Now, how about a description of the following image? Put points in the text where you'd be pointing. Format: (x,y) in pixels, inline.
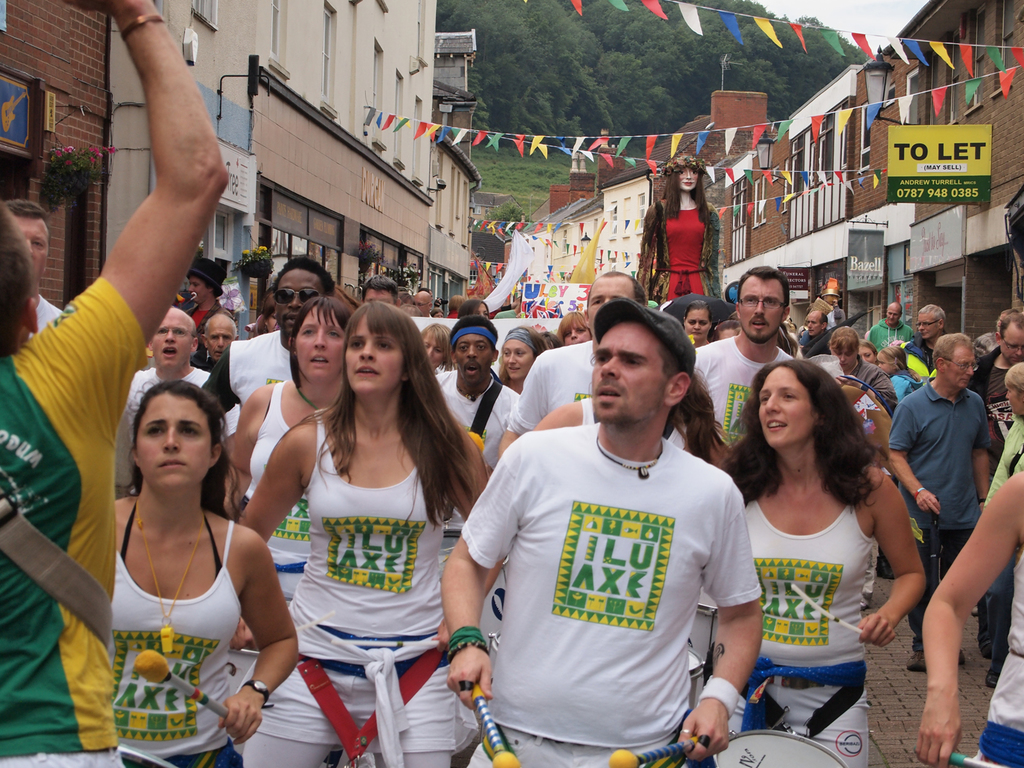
In this image I can see group of people (767,552) standing, they are wearing white color dress (559,500) and holding few objects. In front I can see the person (85,572) is wearing green and yellow color dress (76,554), background (676,258) I can see a doll (669,191) is wearing red color dress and few colorful flags (429,123), and buildings (621,199) in cream and brown color, trees (607,113) in green color and the sky (864,7) is in white color.
